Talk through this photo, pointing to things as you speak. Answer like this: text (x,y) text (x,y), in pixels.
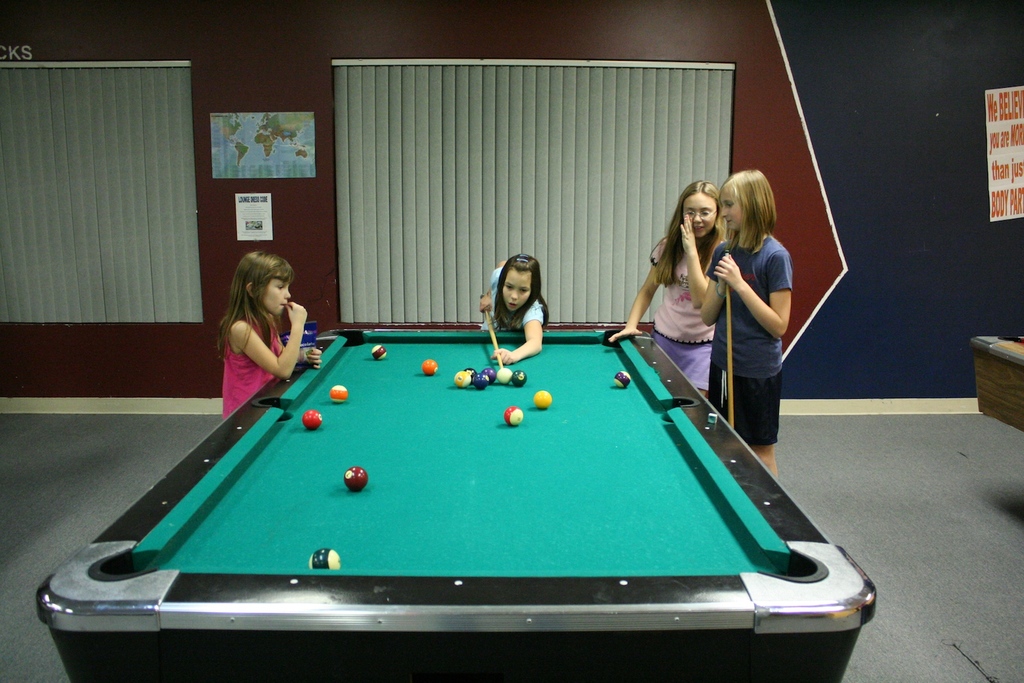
In the middle (519,318) a girl (491,301) is playing a snooker. On the right (683,344) two girls (671,347) are standing on the left (242,343) a girl (226,340) is standing.
